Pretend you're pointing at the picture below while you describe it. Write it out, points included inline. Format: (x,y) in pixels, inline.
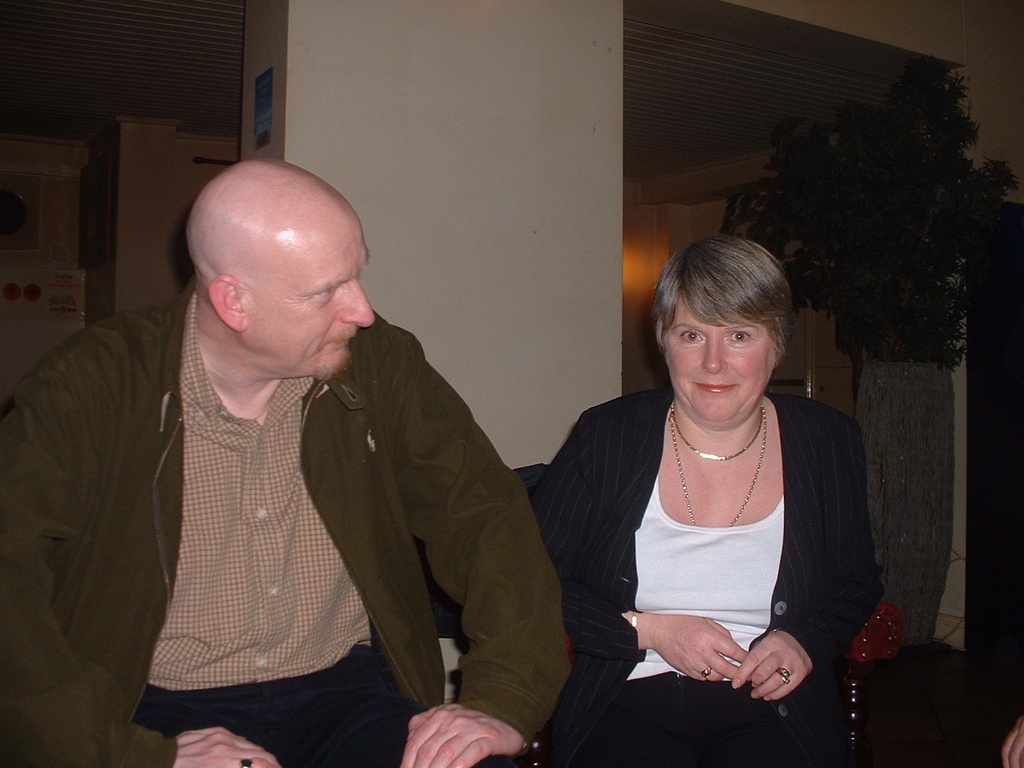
In this picture we can see a woman (600,598) smiling and a man (337,543). In the background (665,125) we can see pillars (242,115), ceiling (728,55), leaves (738,219), posters (40,288) and some objects (921,383).
